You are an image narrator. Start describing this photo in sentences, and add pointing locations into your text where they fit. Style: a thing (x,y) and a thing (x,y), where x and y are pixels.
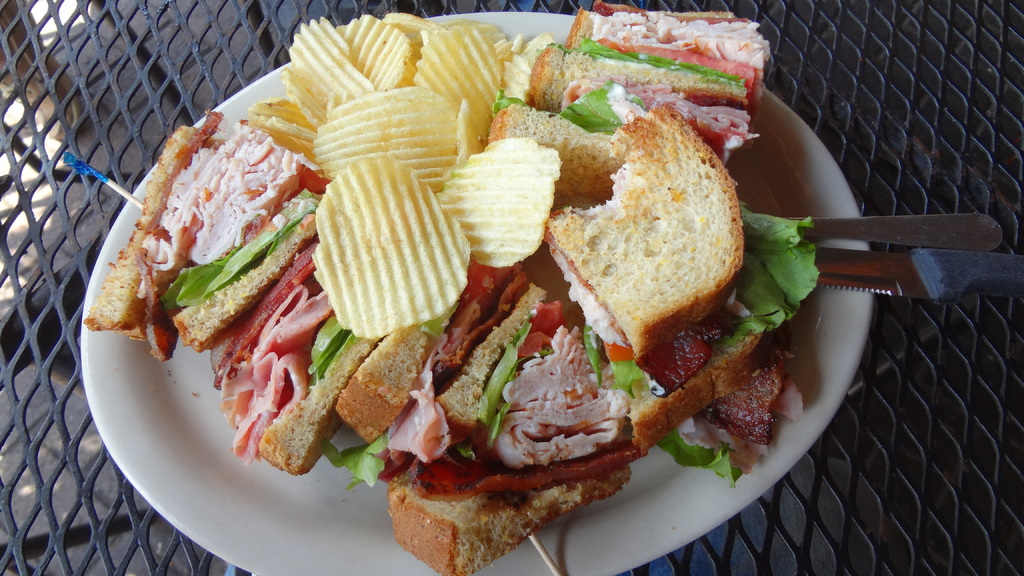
In this image we can see a plate (181,442) with some food (336,299), spoon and a knife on an object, which looks like a table (825,6).
